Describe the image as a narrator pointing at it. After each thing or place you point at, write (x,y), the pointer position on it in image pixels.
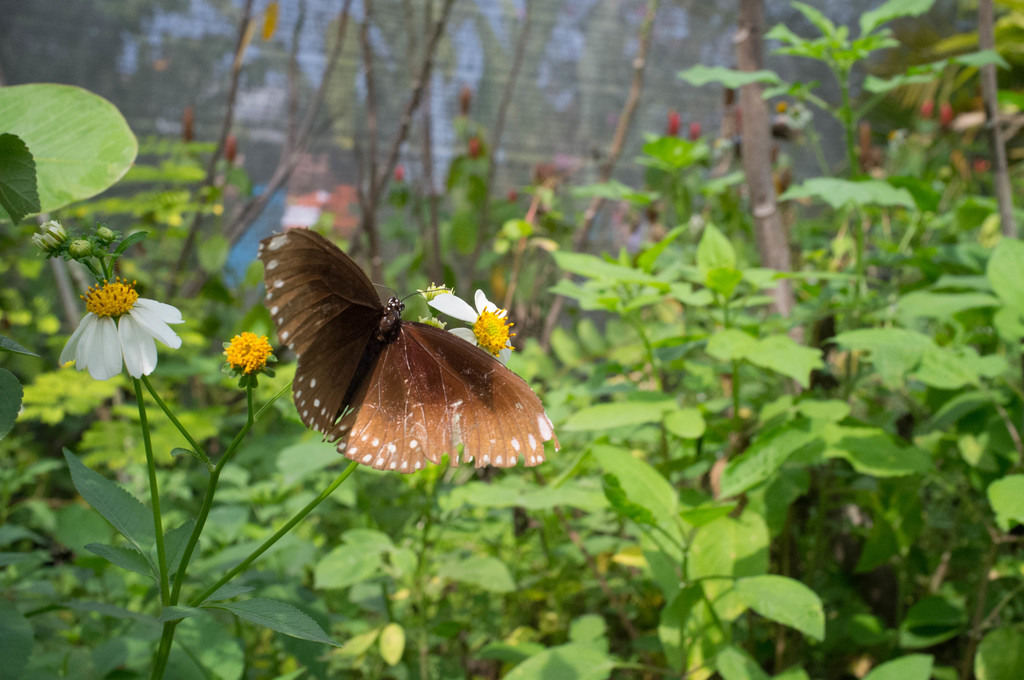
This is a picture clicked in a garden (932,494). In the foreground of the picture (339,354) there is a butterfly (357,367) on the stem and there are flowers (153,348) and leaves (153,572). In the background (437,150) there are plants (670,158), flowers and net (477,57). The background (286,27) is blurred.
